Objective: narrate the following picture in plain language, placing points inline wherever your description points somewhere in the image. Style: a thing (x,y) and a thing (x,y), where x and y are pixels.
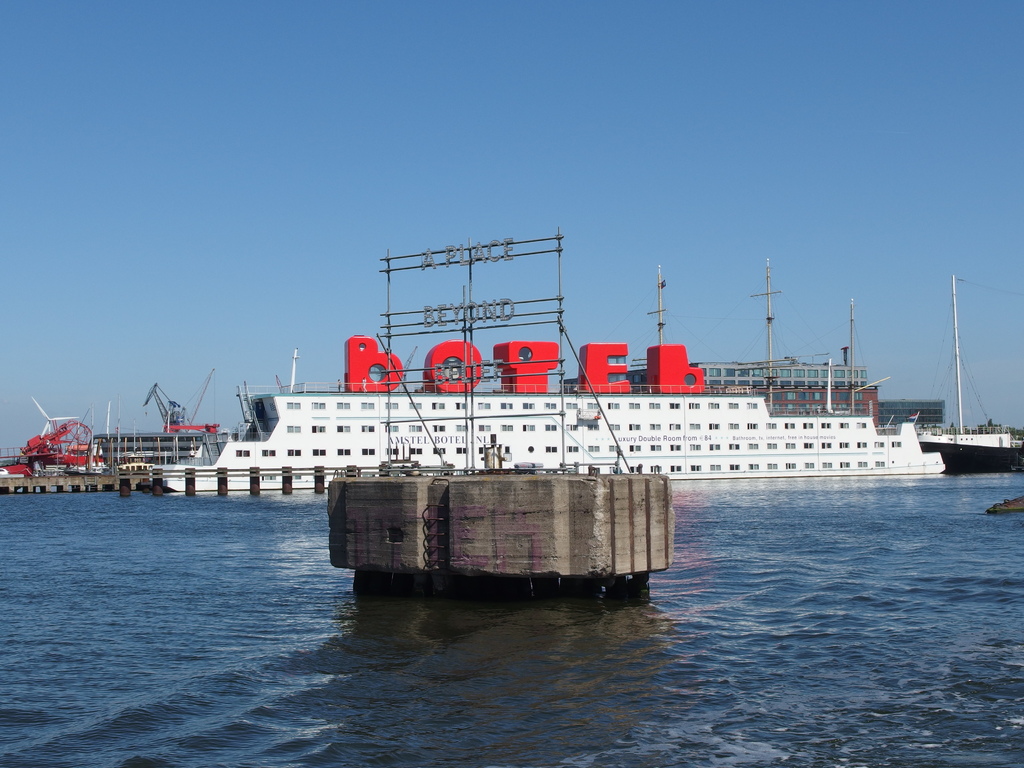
In this image I can see the water (713,661), a brown colored object (456,592) on the surface (468,624) of the water (250,604) and a ship (345,446) which is white and red in color on the surface (226,530) of the water (276,566). In the background (169,455) I can see few buildings (793,368), few cranes (174,413), a windmill (46,428) and the sky (69,401).
